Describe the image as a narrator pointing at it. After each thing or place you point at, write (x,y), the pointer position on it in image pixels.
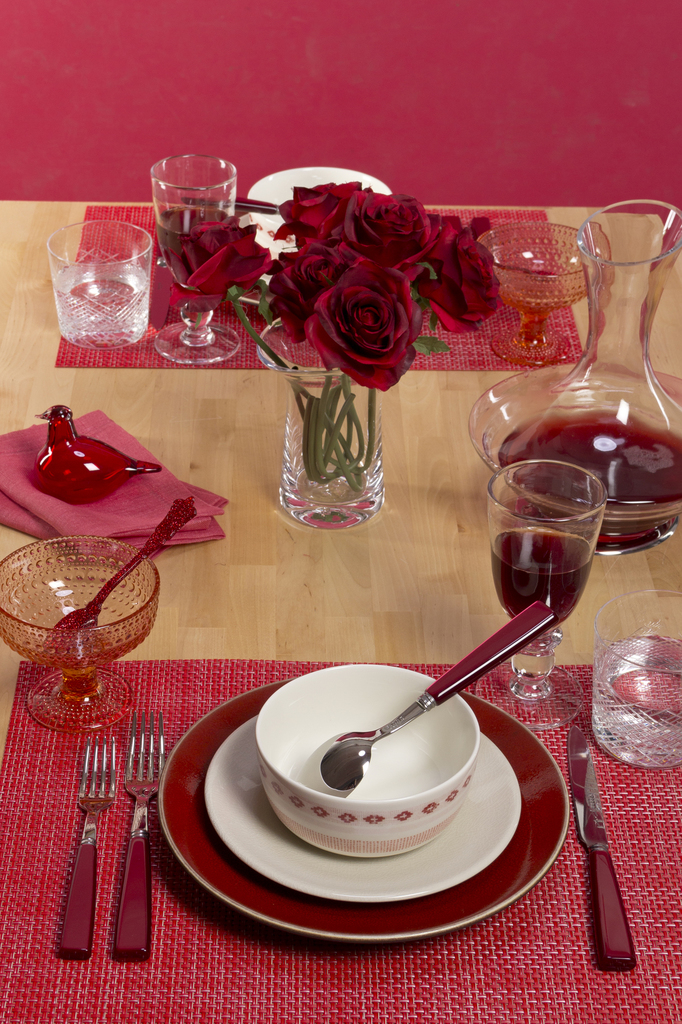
In this image, there are plates (513,868), bowls (416,776), spoons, forks (103,765), glass (557,541), flower vase (315,394) and ice cream bowl (536,345) which are kept on the table (275,532). The background wall (379,107) is pink in color. This image is taken inside a room (340,541).
